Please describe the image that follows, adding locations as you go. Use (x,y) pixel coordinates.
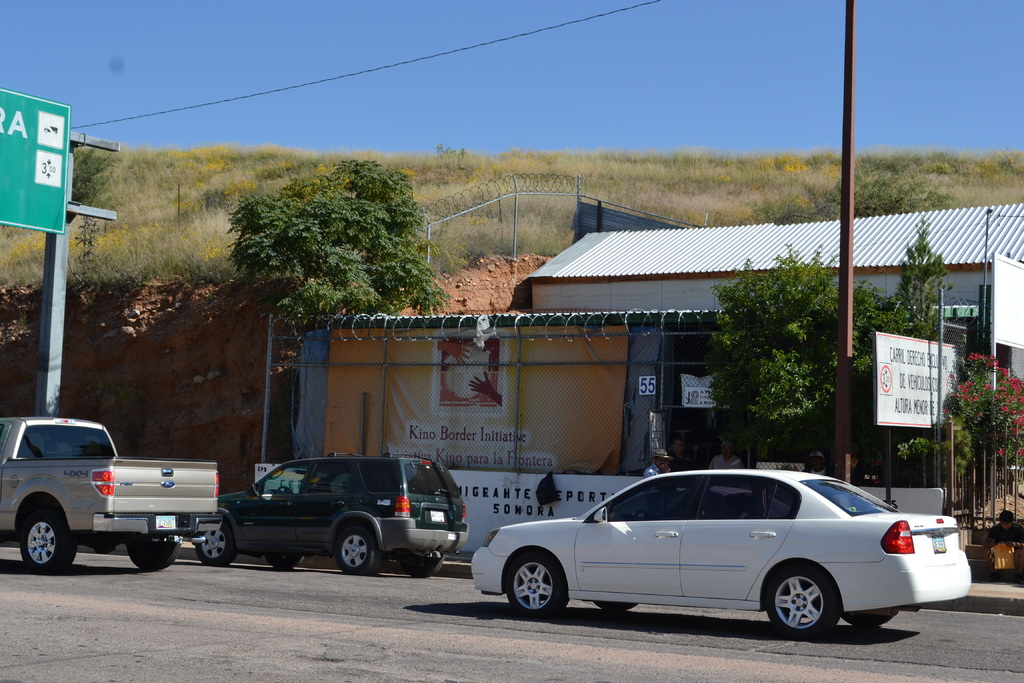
In this image there is a road (237,615), on that road (153,582) there are three vehicles (202,532), in the background (169,265) there are mountains (202,294) and shops (704,272), trees (761,327) and a blue sky (871,71).
